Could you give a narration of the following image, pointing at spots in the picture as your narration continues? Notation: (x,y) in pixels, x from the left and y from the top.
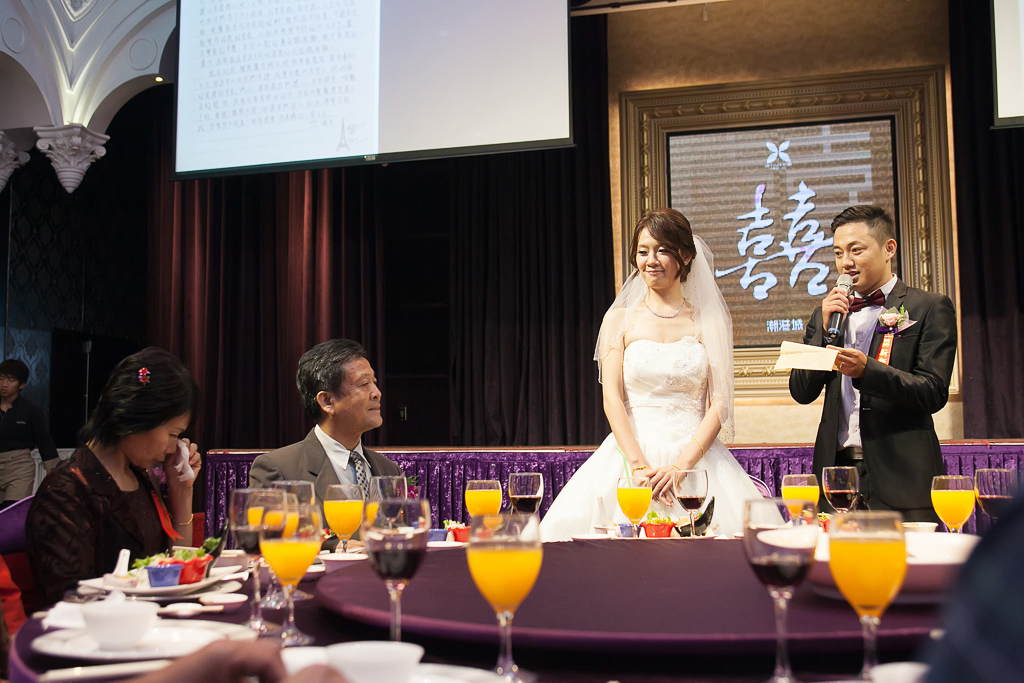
In this picture we can see a woman (715,411) and a man (914,435) standing on the floor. And this is the table (643,657). And here we can see two persons (100,535) sitting on the chairs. And on the background (487,276) there is a curtain (553,256), and this is the wall (799,60). And there is a screen (330,75). And even we can see juice glasses (517,543) on the table (722,623).
